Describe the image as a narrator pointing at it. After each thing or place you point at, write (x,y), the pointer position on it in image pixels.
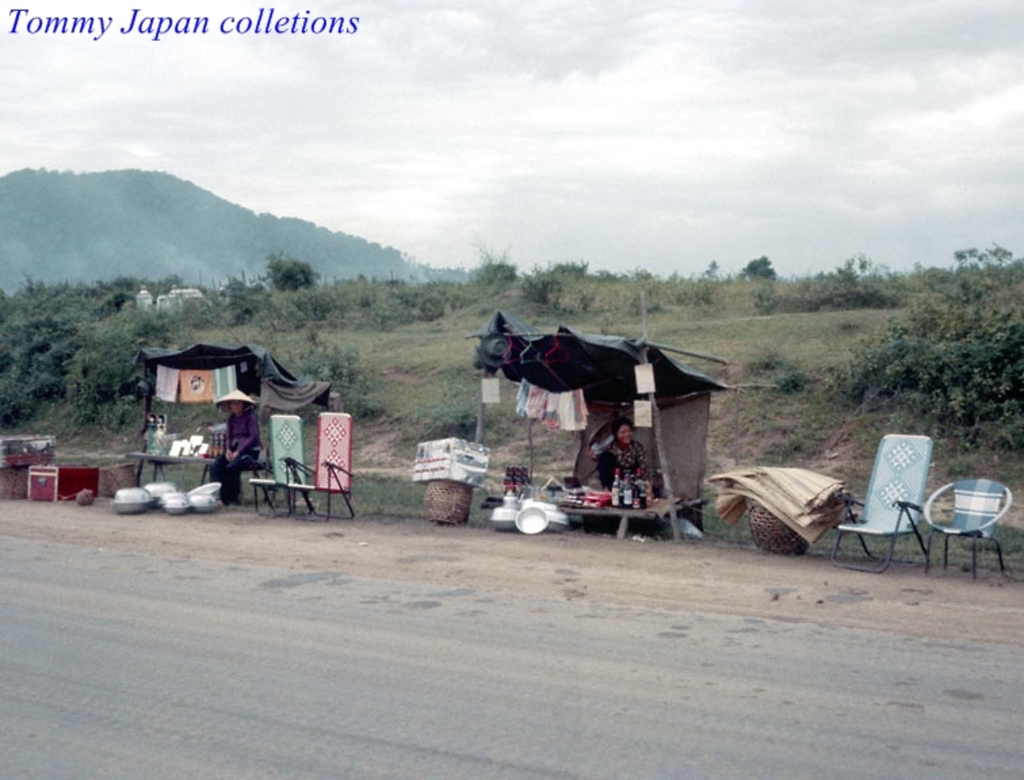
In the center of the image (580,471) we can see two persons (218,480) are sitting under the tents (675,424). And we can see chairs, clothes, barrels (441,524), containers (30,494), boxes (77,472), tables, banners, toys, mirrors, bottles (627,499), mats (818,495) and a few other objects (649,495). In the bottom of the image (429,693), there is a road (486,701). In the background (499,229) we can see the sky (527,155), clouds (812,175), trees (70,320), grass (426,406), one building (157,296), hill (82,194) etc. On the top left side of the image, we can see some text (260,12).
